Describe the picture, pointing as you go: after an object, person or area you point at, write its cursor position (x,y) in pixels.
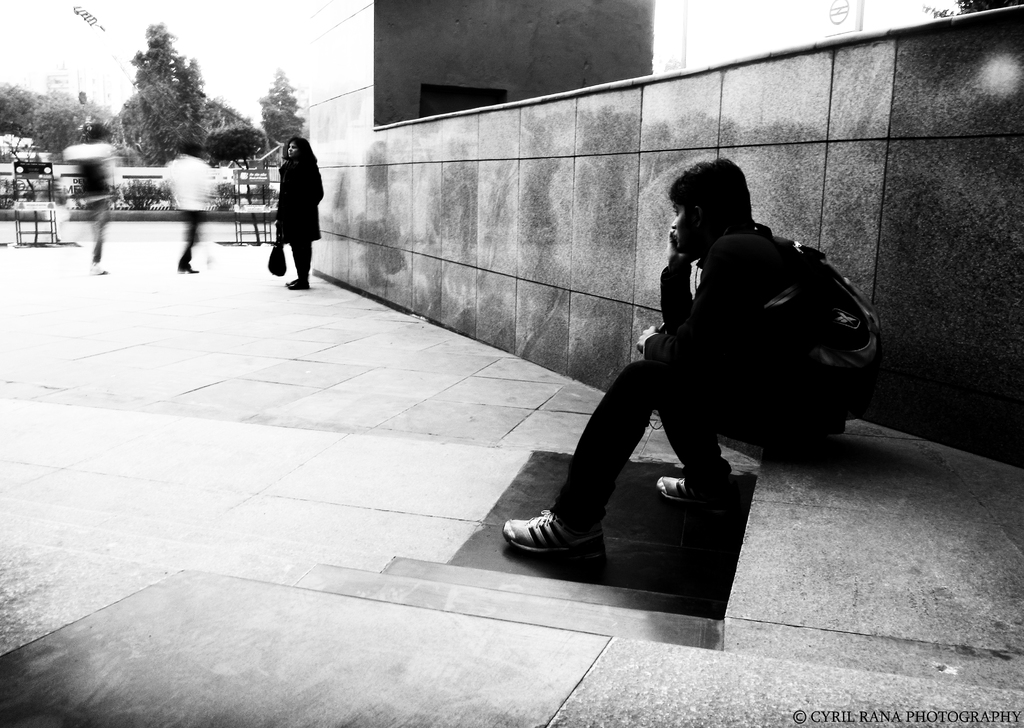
On the right side of the image (826,404) we can see a man (699,311) sitting on the floor (801,549). In the center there is a lady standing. On the left (99,261) we can see two people (202,178) walking. In the background (167,134) there are trees (152,97) and sky (126,28).
